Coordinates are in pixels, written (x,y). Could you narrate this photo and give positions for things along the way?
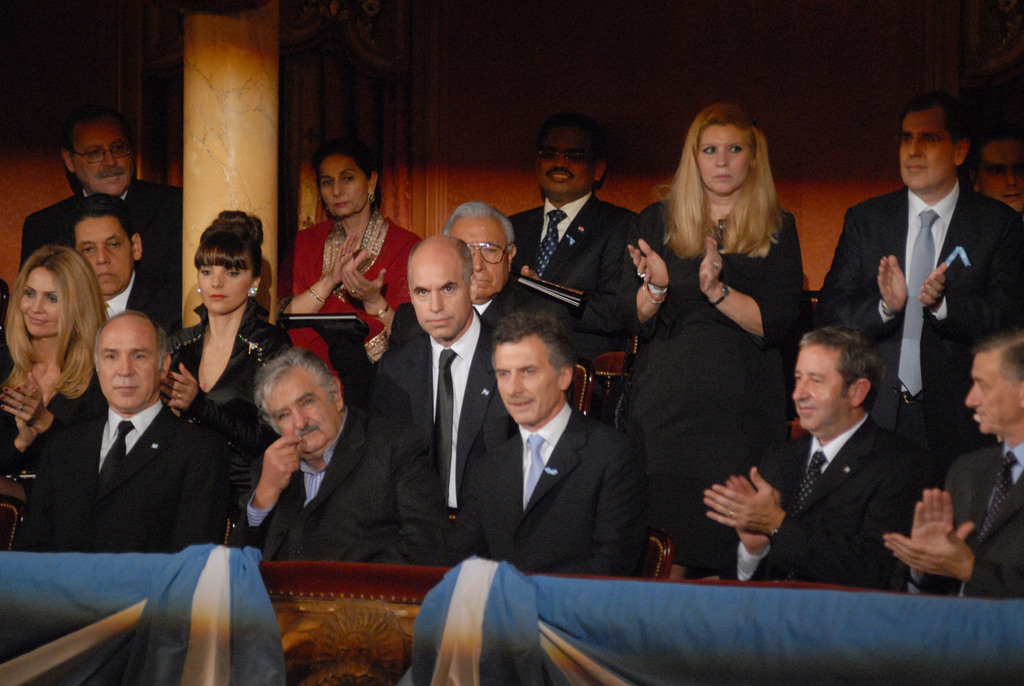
In this image we can see some people (671,517) and among them few (212,264) are clapping their hands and in the background (182,163) we can see the wall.
